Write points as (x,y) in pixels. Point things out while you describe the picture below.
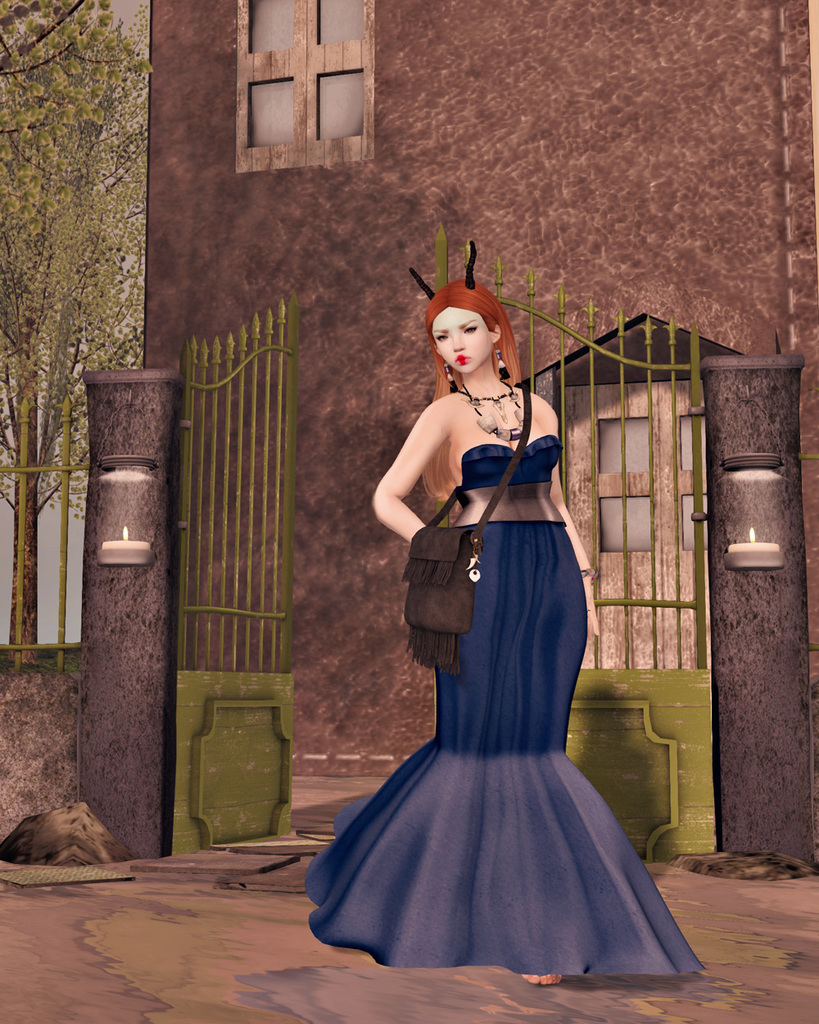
This is an animated image. In which we can see a woman (540,770) wearing a blue dress (433,850). At the bottom (357,995), there is ground (766,1011). In the background (154,395), we can see a gate (227,459) and a building (182,223). On the left (10,331), there is a tree (29,494).
